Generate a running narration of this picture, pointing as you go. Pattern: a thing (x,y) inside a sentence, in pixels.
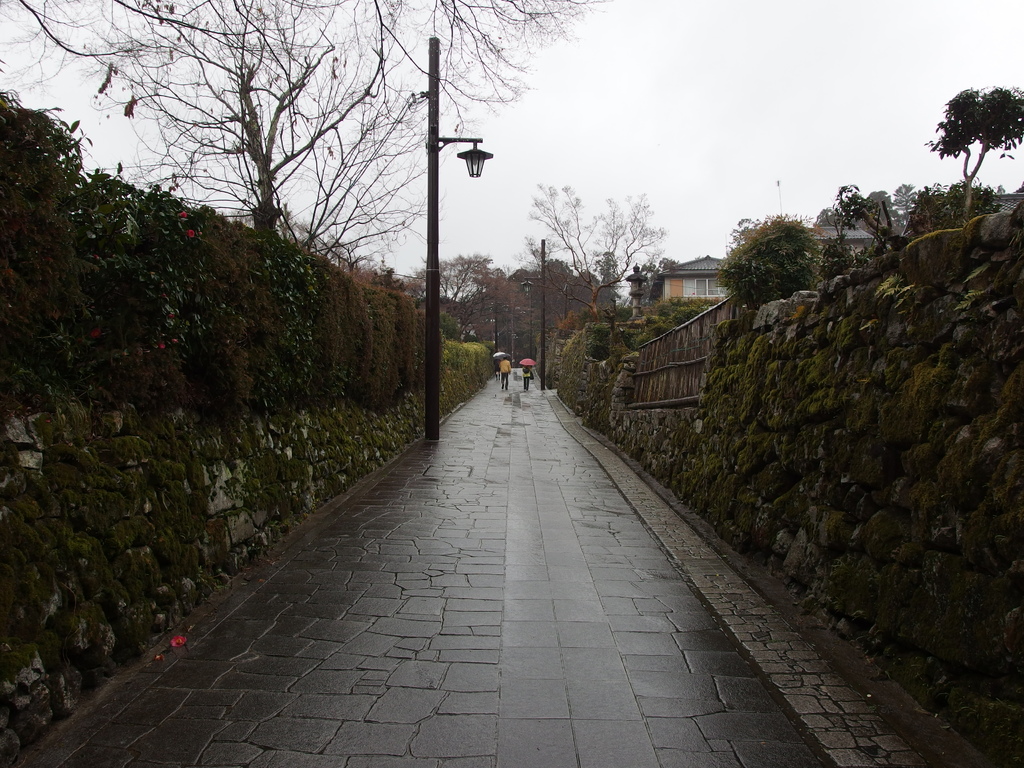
This image is taken outdoors. At the bottom of the image (423,640) there is a road (419,623). At the top of the image (599,126) there is a sky (647,87). In the middle of the image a man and a woman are walking on the road (501,385) and holding umbrellas (527,359) in their hands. In the background (514,359) there are many trees (540,350) and street lights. On the left (153,353) and right sides of the image there are a few trees (413,312) and walls (572,376).
